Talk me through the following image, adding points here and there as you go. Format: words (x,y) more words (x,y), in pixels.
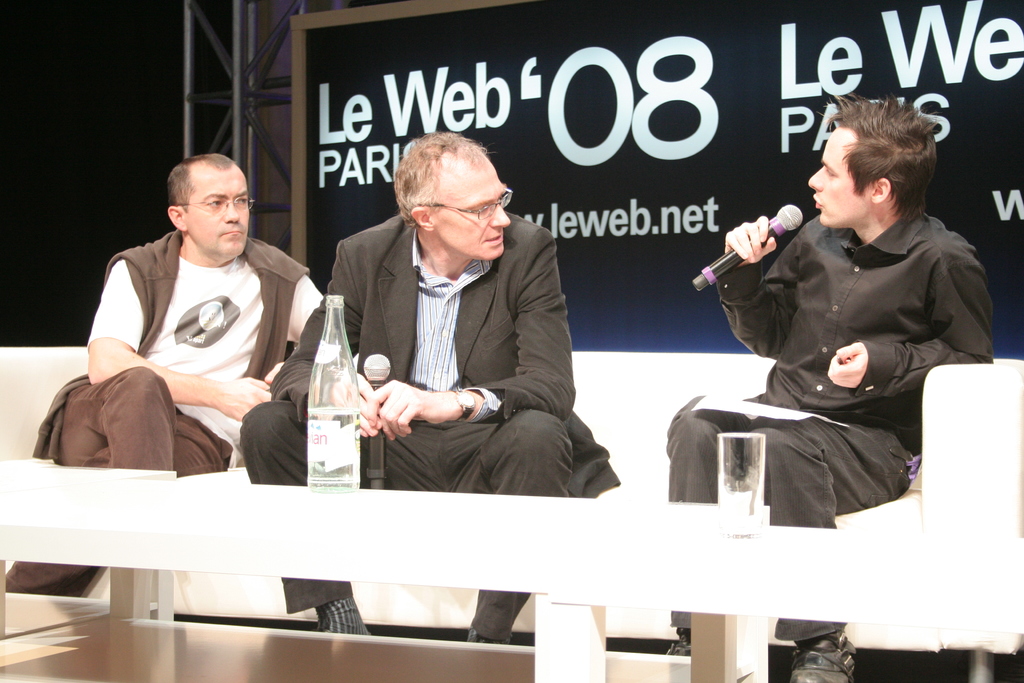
This image is clicked in a meeting. There is a screen (648,161) on the back side (589,253). There is a table (568,547) in the front (633,578). On the table (382,501) there is bottle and glass (746,490). There is a sofa (931,446) in the middle (598,399) on which three people (879,448) are sitting. Two of them are holding mike's (376,364).
